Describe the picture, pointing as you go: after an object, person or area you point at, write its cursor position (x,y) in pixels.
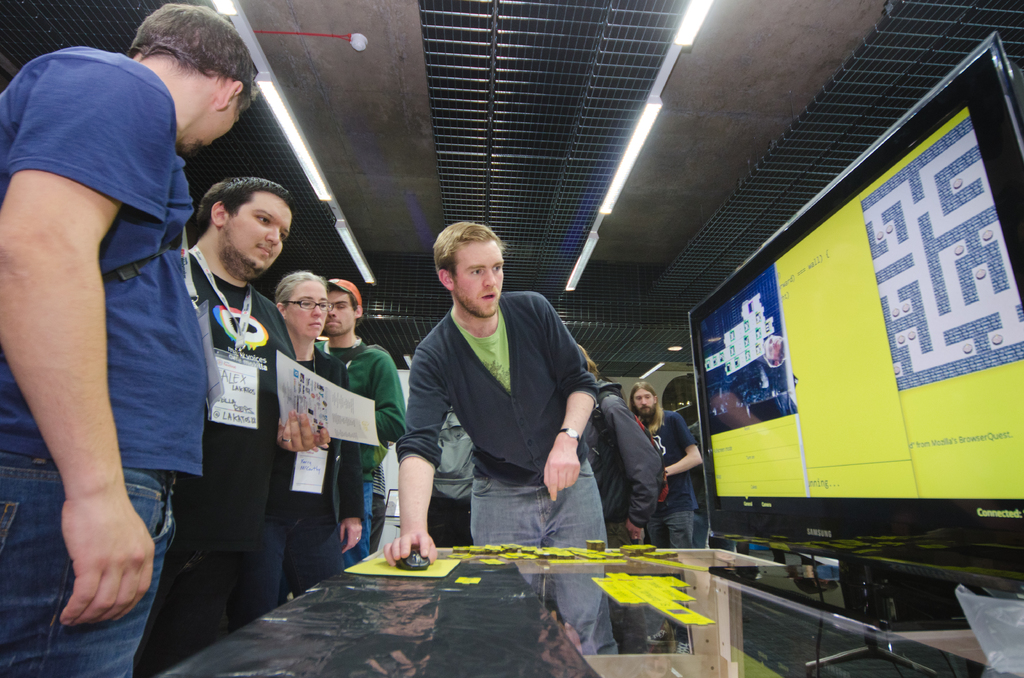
In this image there are a few people (403,424) standing, one of them is holding a paper (287,413) in his hand (302,429) and the other person (424,482) has placed his hand (416,540) on the mouse (420,558), which is on the table (704,610) and there is a monitor (854,464). At the top of the image (327,53) there is a ceiling (430,137) with lights (310,160).
